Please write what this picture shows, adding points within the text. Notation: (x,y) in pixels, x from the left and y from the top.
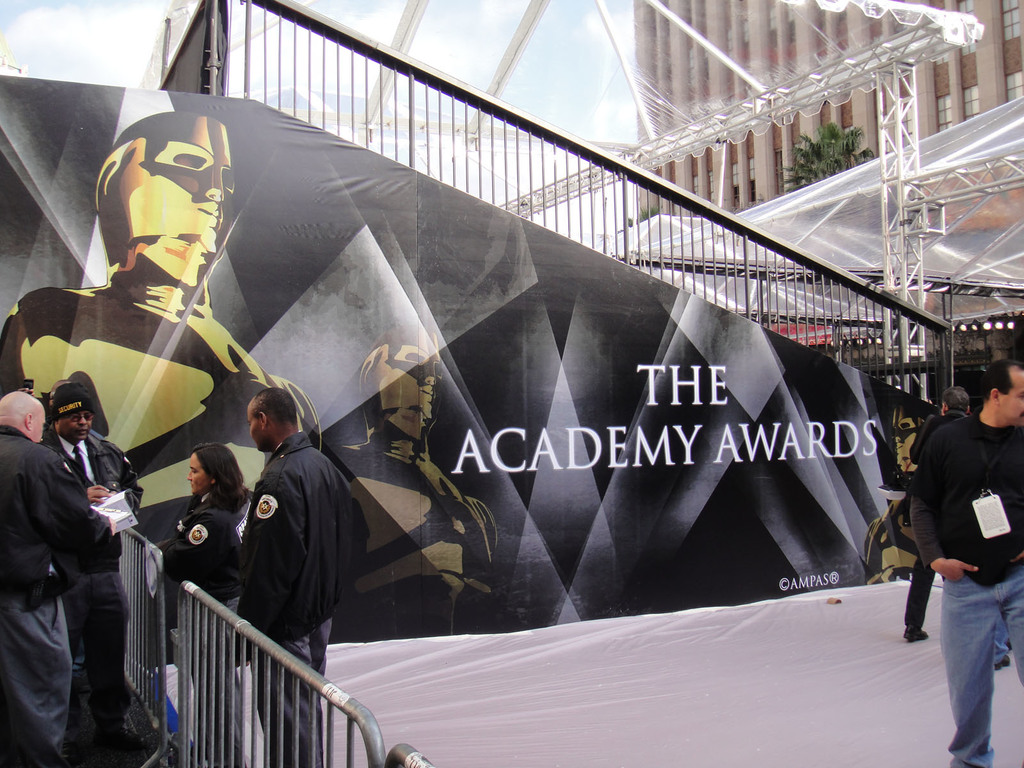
In this picture we can see some people (221,519) are standing, on the left side (195,590) there are barricades (207,598), we can see a hoarding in the middle (524,489), in the background (773,247) there is a building (925,105), a tree (853,139), metal rods (888,128) and the sky (428,23).
